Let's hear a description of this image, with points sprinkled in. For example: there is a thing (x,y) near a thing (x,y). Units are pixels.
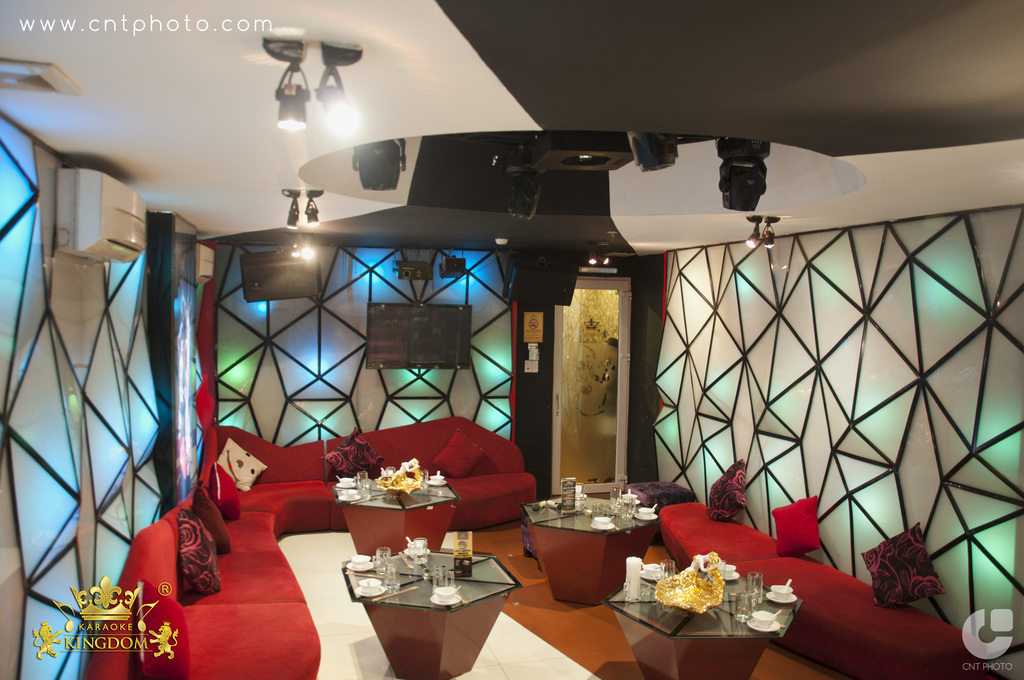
This image is clicked inside the room (428,463) where we can see there are tables (508,592) in the middle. On the tables (600,600) there are cups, glasses (749,597) and tissue papers (695,570). Beside the table (407,575) there are sofas (255,445) on which there are pillows (235,475). At the top (330,120) there are lights (758,235). In the middle (436,345) there is a television (440,327) which is attached to the wall (370,371). On the wall (47,391) there is a design (73,381) with the glass (88,429). On the left side (118,253) top there is an air conditioner (119,203) attached to the wall (47,202).
